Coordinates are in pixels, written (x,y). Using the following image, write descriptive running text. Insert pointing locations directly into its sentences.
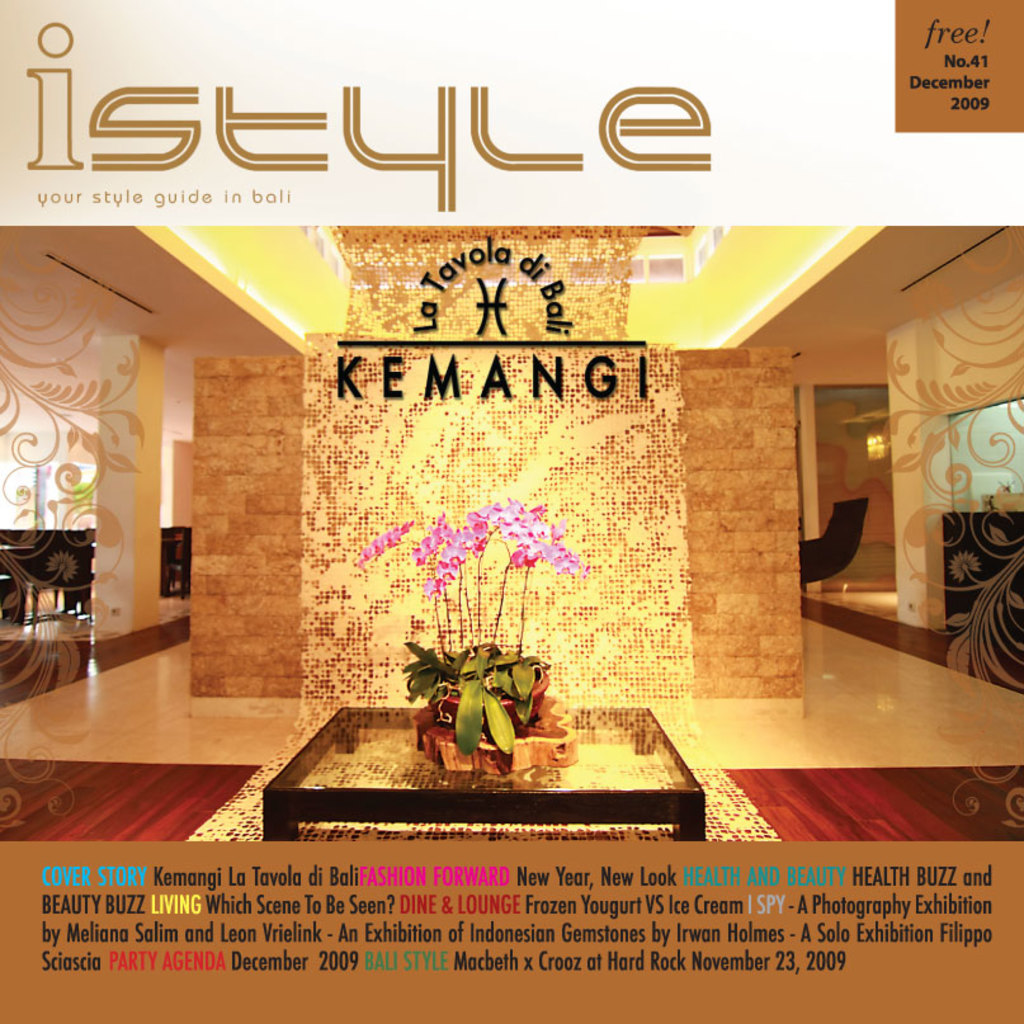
In this image we can see an advertisement (637,760). In the center (491,676) there is a stand (280,799) and we can see a flower vase (506,694) placed on the stand (283,781). There is a wall (575,544) and a door (810,497). At the bottom (169,958) and top there is text (499,936).
